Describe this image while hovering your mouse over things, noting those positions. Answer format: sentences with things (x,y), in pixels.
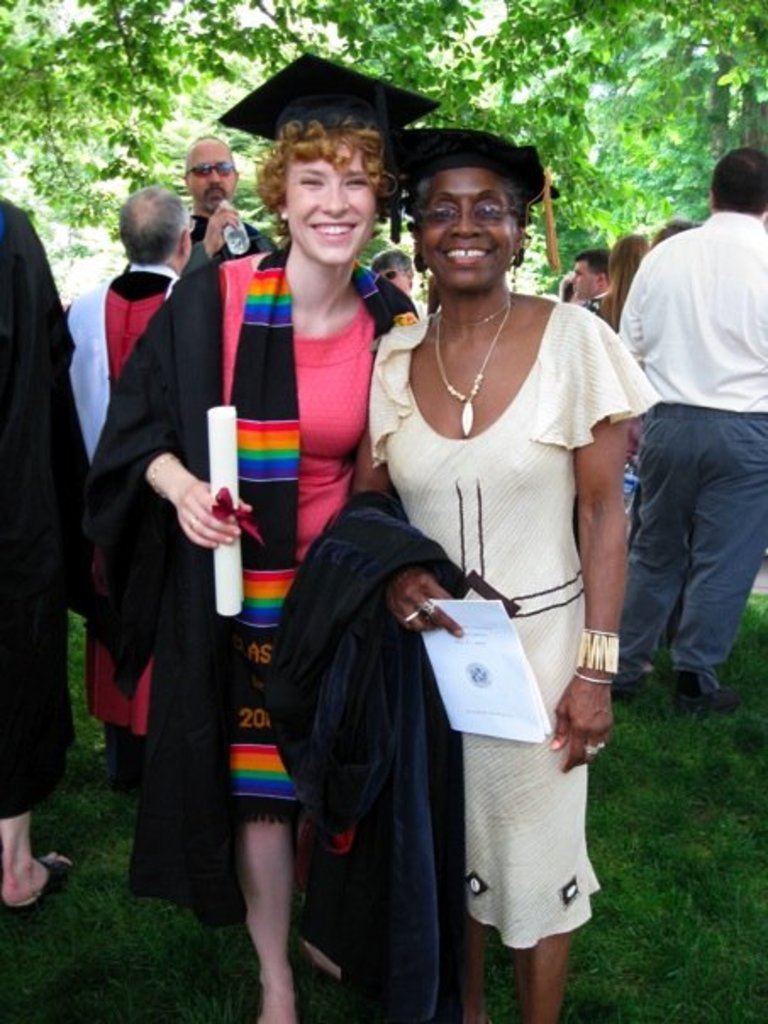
In this image I can see in the middle (318,445) two women (449,416) are standing and smiling, they are wearing black color caps (475,140). At the back side (738,163) few people (69,468) are standing, at the top (644,107) there are trees (546,121).
